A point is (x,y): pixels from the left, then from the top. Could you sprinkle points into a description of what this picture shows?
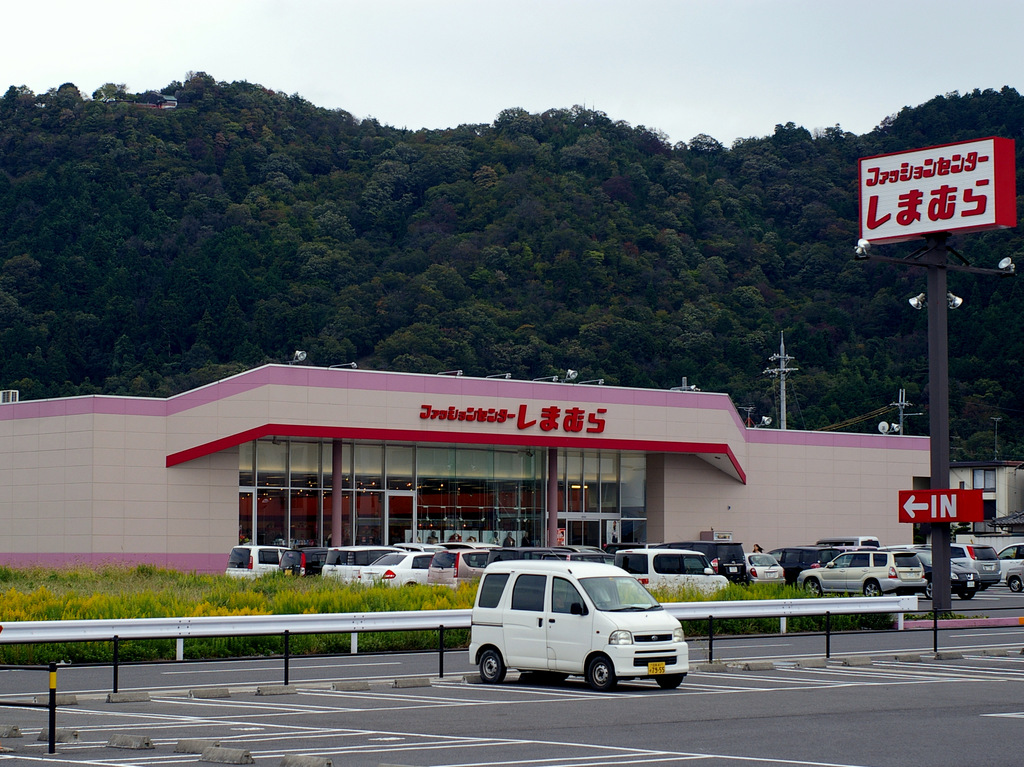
In this image there are cars (554,574) parked in front of a shop (586,489) and there are plants (200,613) and metal rod fence (469,623), beside that there is a pole (939,375) with lamps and sign boards (940,498), on top of the shop (504,416) there is a name plate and glass doors (399,487), in the background of the image (483,353) there are trees (663,314) and poles (995,423).
